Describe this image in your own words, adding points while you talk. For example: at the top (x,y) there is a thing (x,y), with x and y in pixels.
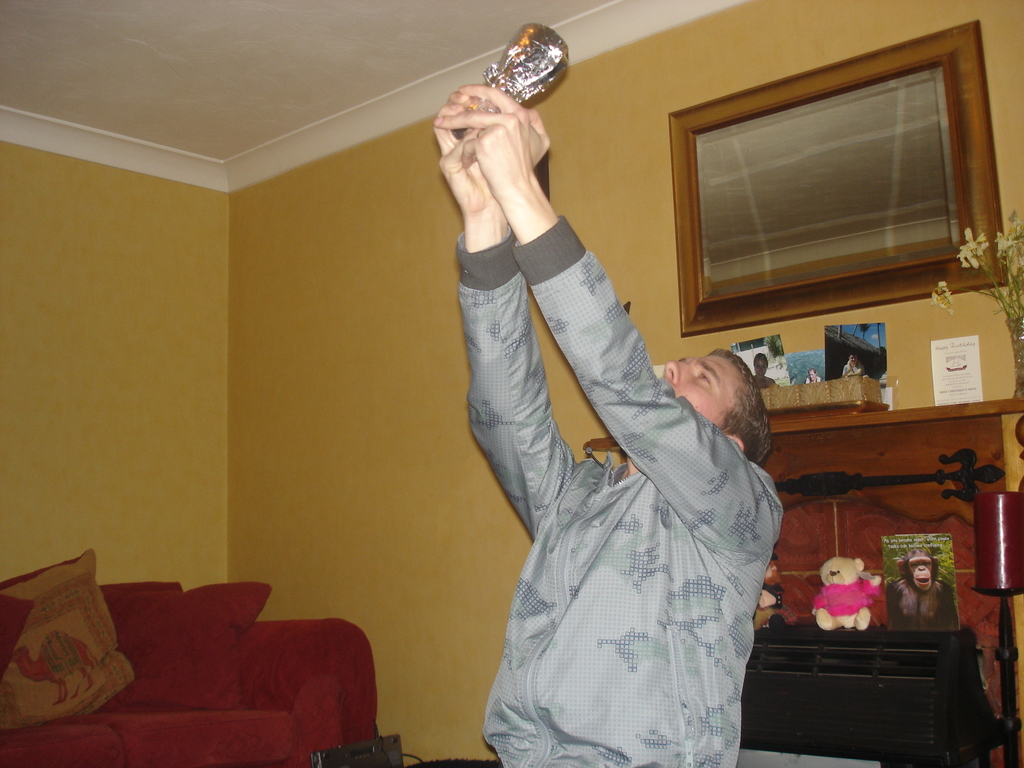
In this picture there is a man (673,617) who is wearing jacket (523,457) and holding some object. On the left (172,602) I can see the red couch (205,757) and pillows (150,655) near to the wall (224,540). On the right (899,480) I can see the fireplace (899,480) and candle (986,568). In the top right (961,35) there is a mirror (902,176).
